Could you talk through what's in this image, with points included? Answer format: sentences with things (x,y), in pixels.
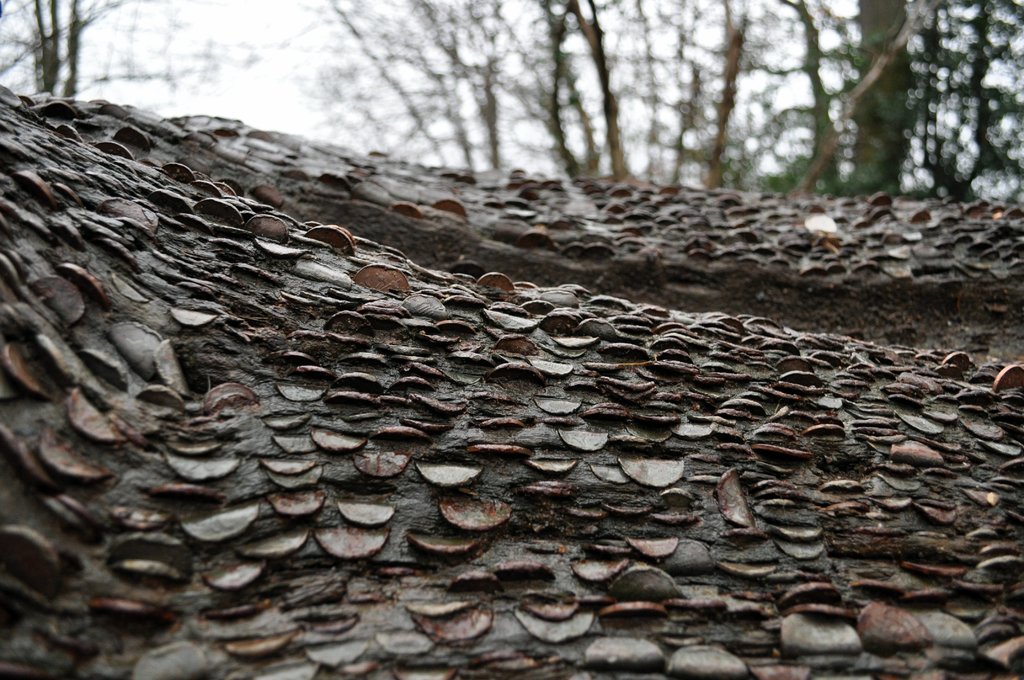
In the center of the image (371,365) we can see branch (803,539) of a tree (534,270). In the background (76,71) we can see trees (975,77) and sky (271,96).
